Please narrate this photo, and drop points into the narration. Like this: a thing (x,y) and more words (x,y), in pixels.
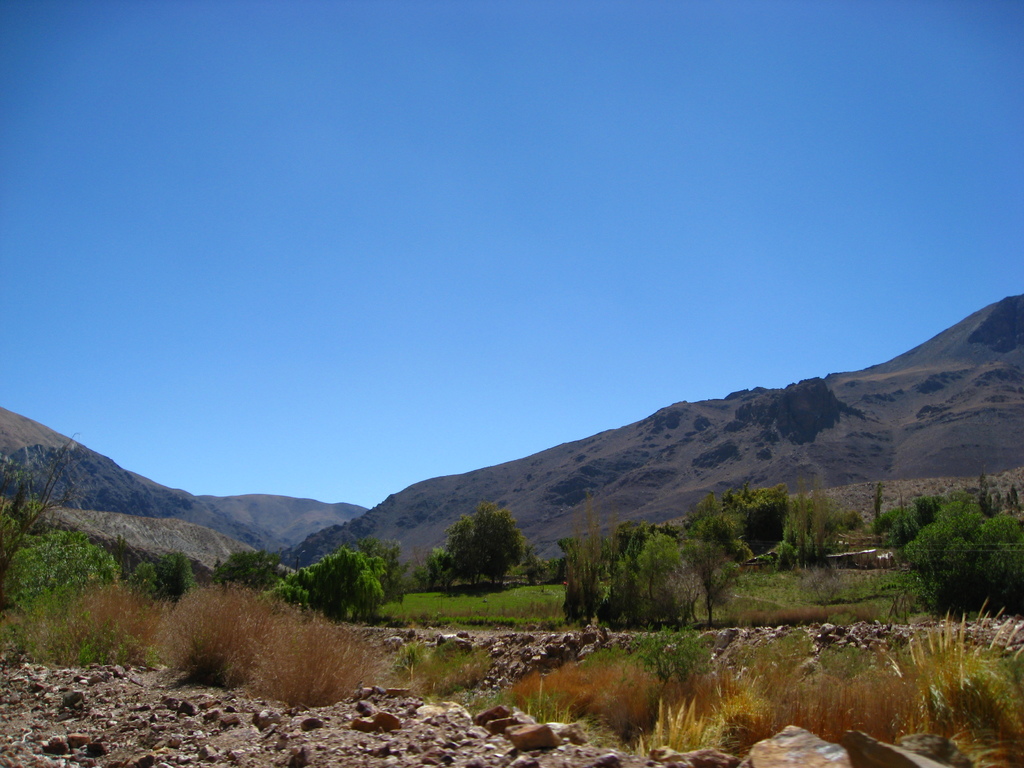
In this image we can see some stones (436,712), plants (540,702), trees (627,583) and in the background of the image (444,526) there are some mountains (444,526) and clear sky (530,248).
